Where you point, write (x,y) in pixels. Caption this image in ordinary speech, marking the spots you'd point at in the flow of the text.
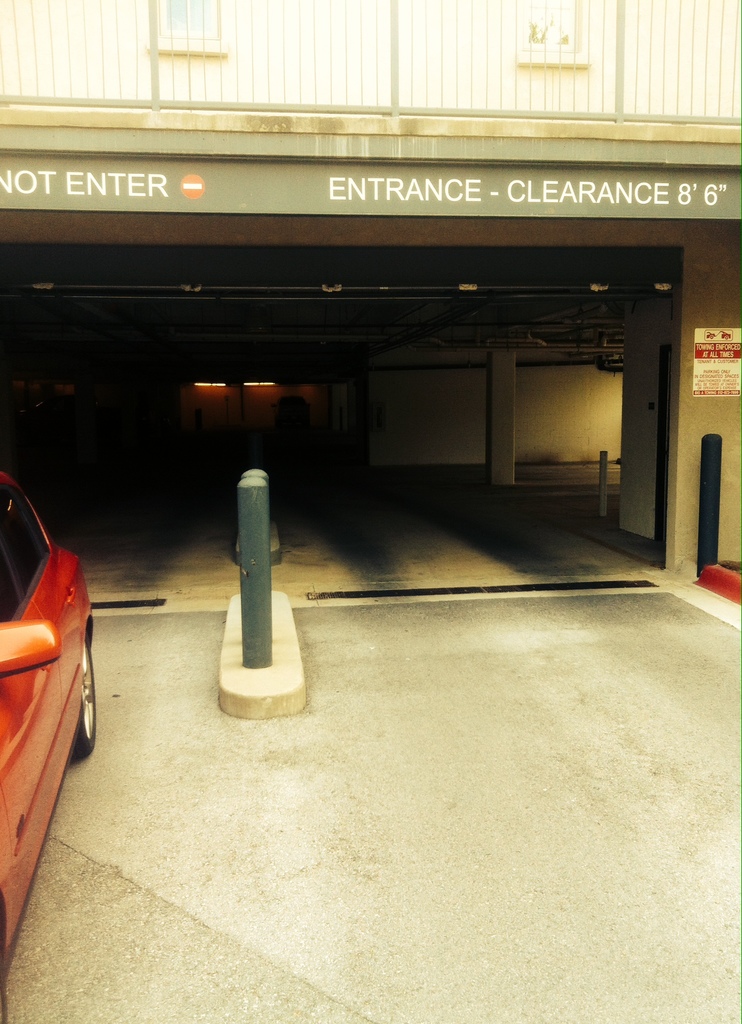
In this picture we can see a car (20,616) on the left side (79,640). There are a few poles (718,527). We can see a poster (696,359) on the wall (681,398). There is a text (351,190) visible on a building (327,174). We can see lights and a vehicle (284,424) in the background (286,402).
